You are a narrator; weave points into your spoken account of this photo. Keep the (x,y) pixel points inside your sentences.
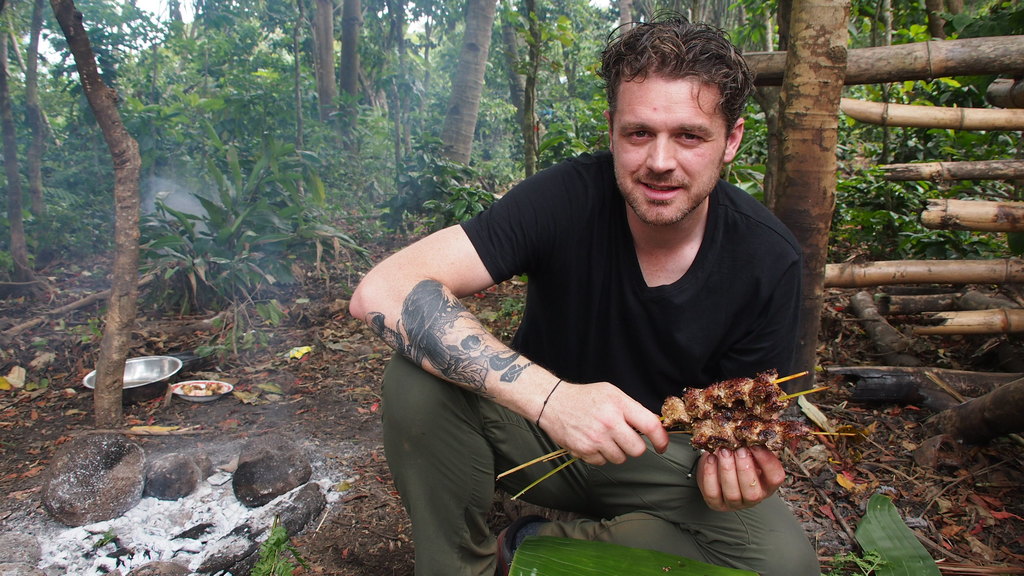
In the foreground of this image (745,356), there is a man (671,278) in black T shirt (661,324) squatting and holding sticks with some food (712,429) to it and we can also see a tattoo (469,353) on his hand (474,352). On the right (984,326), there are bamboo sticks (983,311). On the left bottom (158,562), there is ash (155,523) and few stones (165,494) around it. In the background (215,233), there are trees (21,238), smoke (178,203), two bowls (198,397) and the sky (160,15).
